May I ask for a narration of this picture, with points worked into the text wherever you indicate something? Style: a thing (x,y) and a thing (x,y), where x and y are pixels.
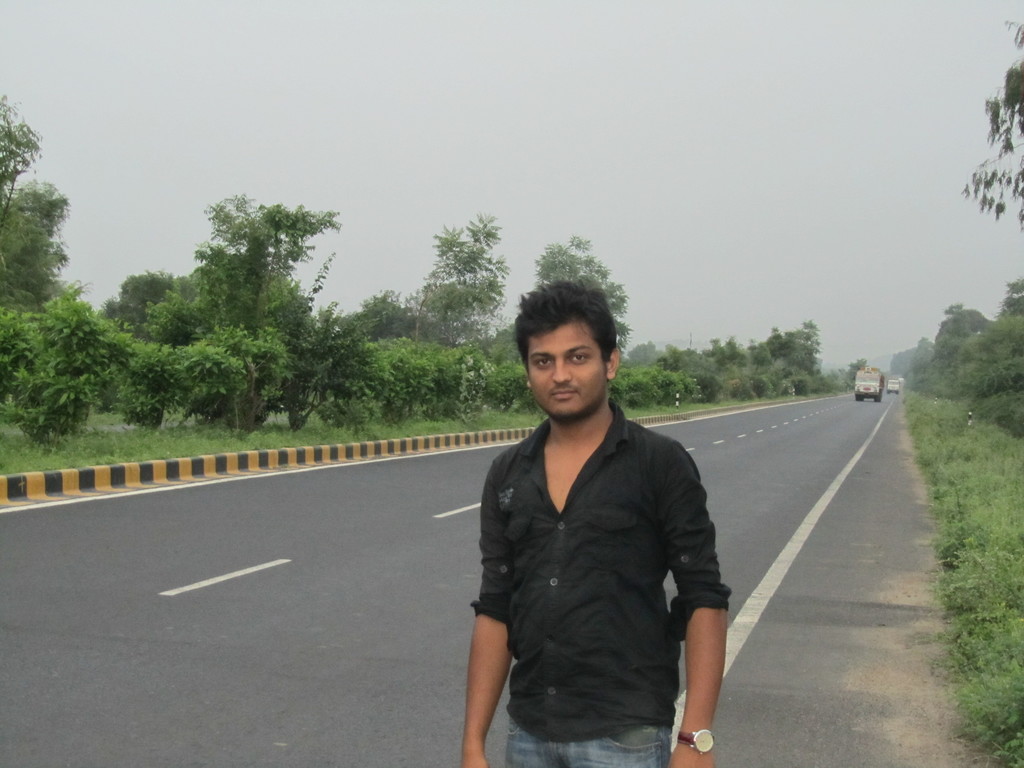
In this image a man (596,553) is standing in the foreground (601,525) wearing black shirt (627,609). On the road (826,464) few vehicles (872,395) are moving. On sides of the road (746,443) there are trees (400,358). The sky (907,339) is hazy.
